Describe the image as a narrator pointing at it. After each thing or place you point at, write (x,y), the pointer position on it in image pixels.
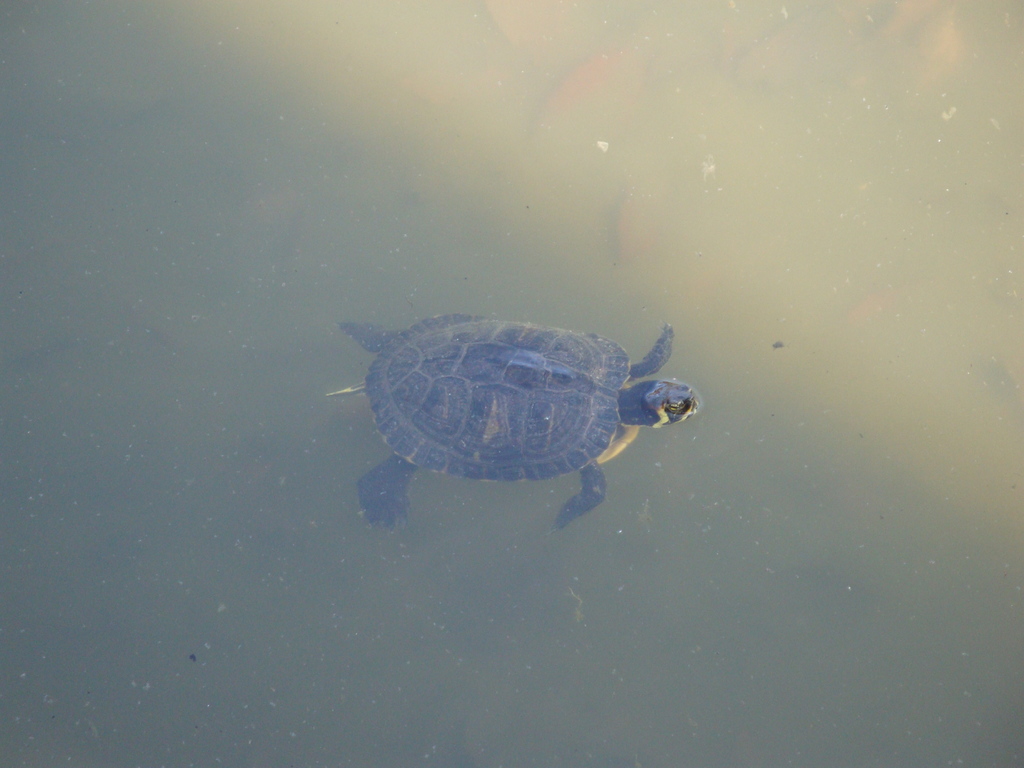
In the center of the picture (505,336) there is a tortoise (482,372) in water (692,367). In this picture there is water (695,105). In the water (617,104) there are some objects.
